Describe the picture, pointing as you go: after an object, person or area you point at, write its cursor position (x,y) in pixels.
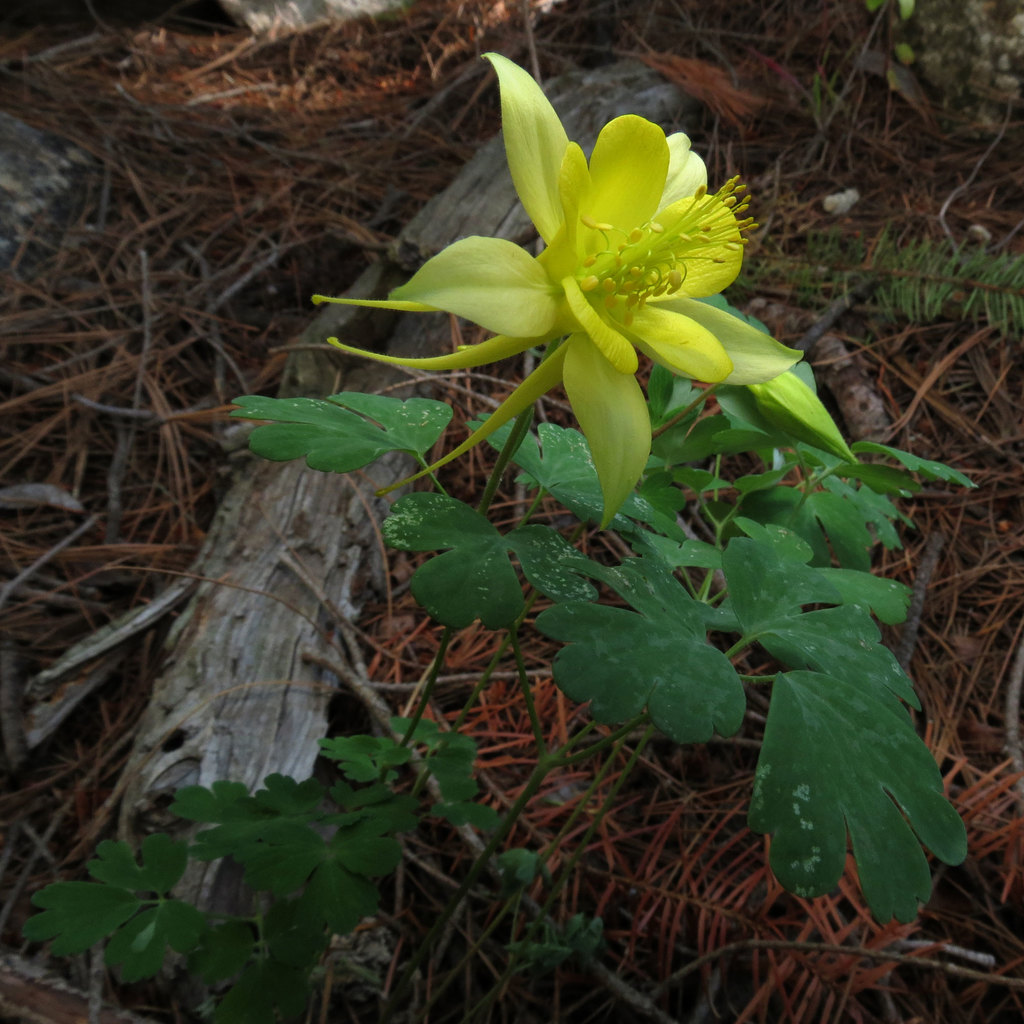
In this image I can see the flower (596,413) and few plants (786,705) in green color. In the background (270,318) I can see the dried grass (232,320).
